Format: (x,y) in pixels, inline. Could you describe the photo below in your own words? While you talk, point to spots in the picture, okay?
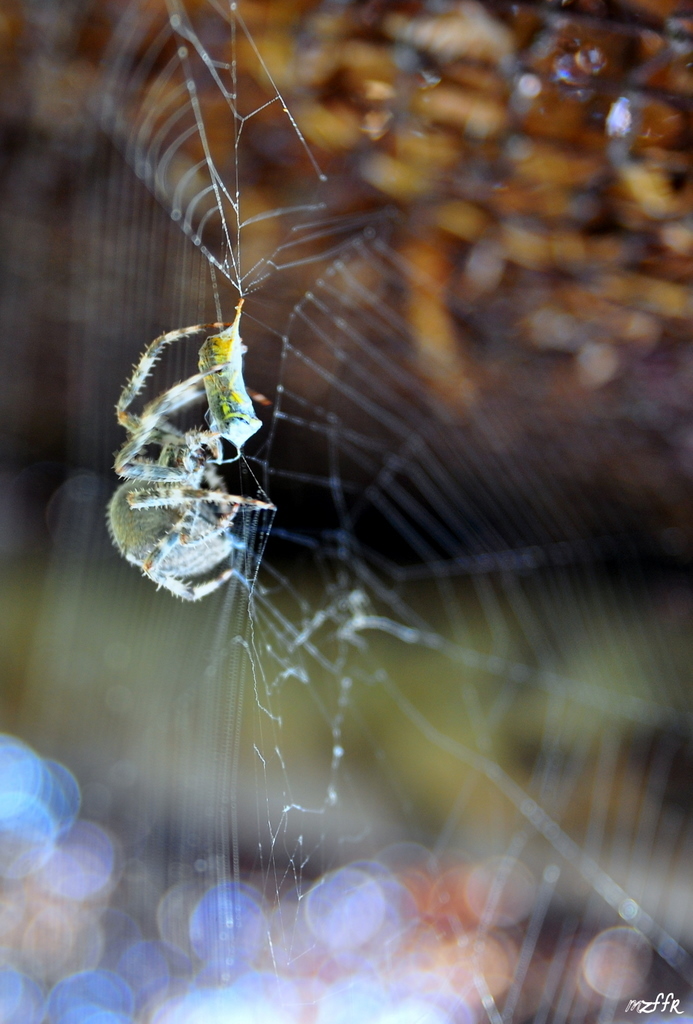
In this image we can see a spider (187,531) on a spider web (253,575) and a blurry background (102,931).
